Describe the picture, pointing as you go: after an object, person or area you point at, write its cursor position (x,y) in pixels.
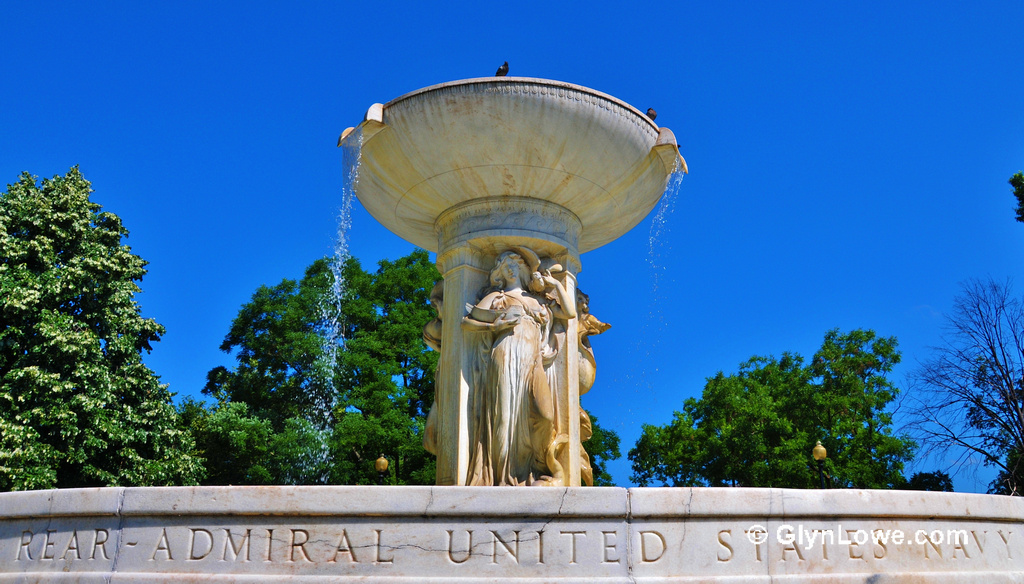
In this image I can see the statue (508,446) and the statue (527,309) is in cream color and I can also see the fountain (377,167), background (85,385) I can see trees (853,395) in green color and the sky (738,116) is in blue color.
